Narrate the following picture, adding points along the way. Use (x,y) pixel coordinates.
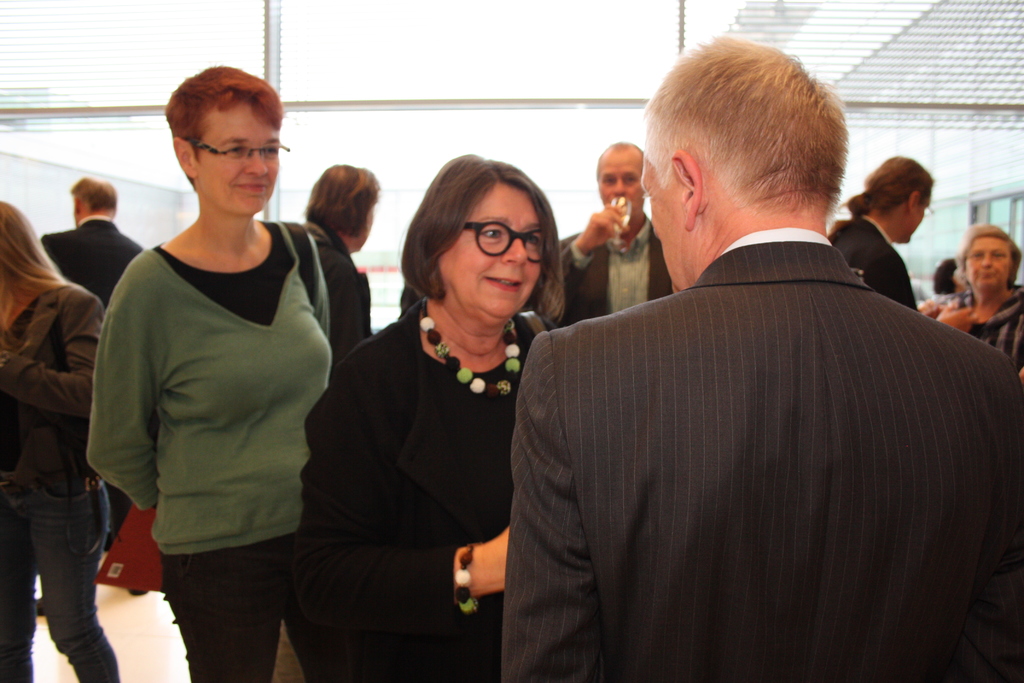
In this picture we can see some people (741,369) are standing, two women (357,410) in the middle (344,405) wore spectacles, a man (632,283) in the background (611,292) is holding a glass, it looks like a building (990,216) in the background (923,234).
